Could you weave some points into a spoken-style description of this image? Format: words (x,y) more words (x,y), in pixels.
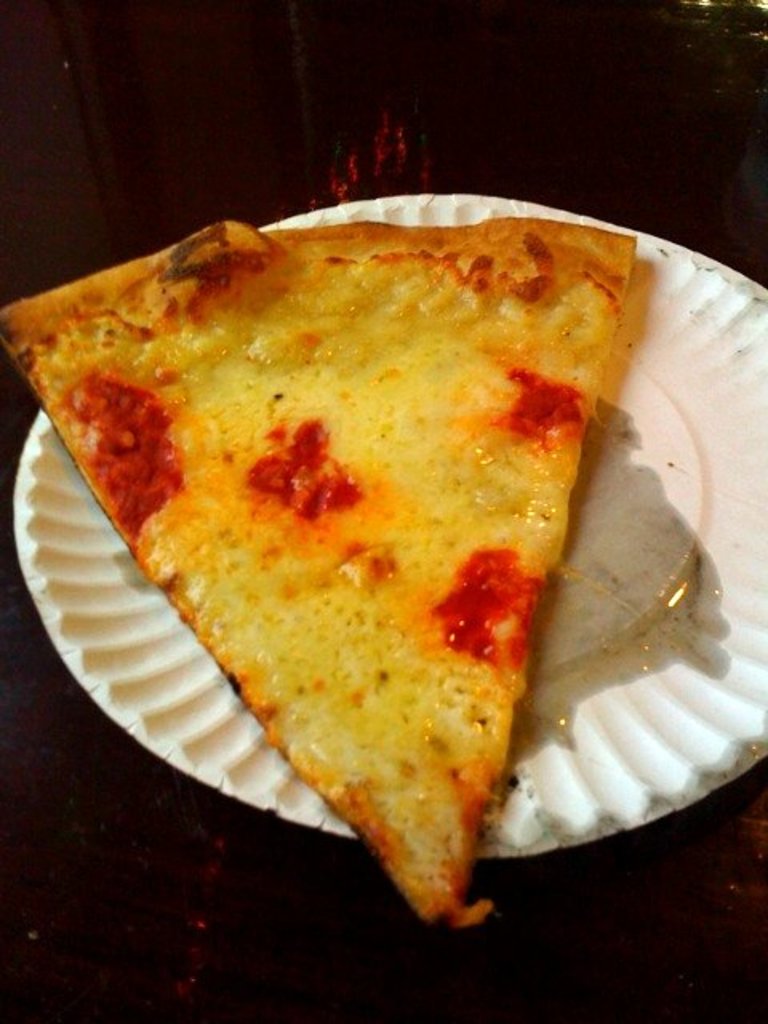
In this picture there is a yellow color pizza piece (286,510) is placed in the white plate (695,770).
